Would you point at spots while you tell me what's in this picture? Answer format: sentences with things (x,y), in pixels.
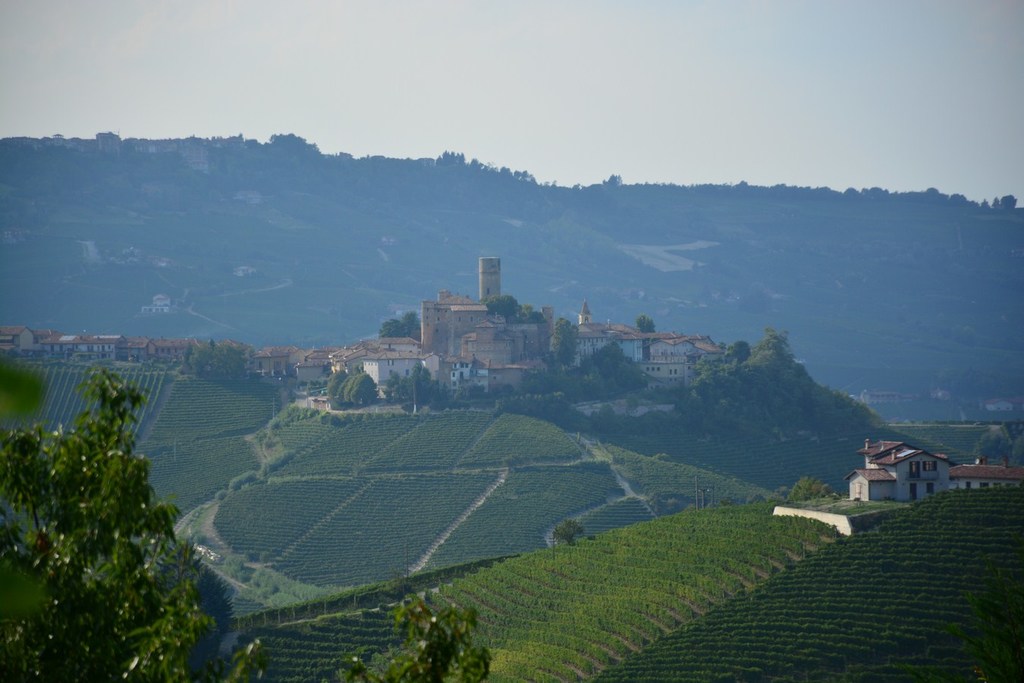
In this picture we can see plants (419,555), trees (455,664), and houses (546,350). In the background (943,124) there is sky (913,126).
